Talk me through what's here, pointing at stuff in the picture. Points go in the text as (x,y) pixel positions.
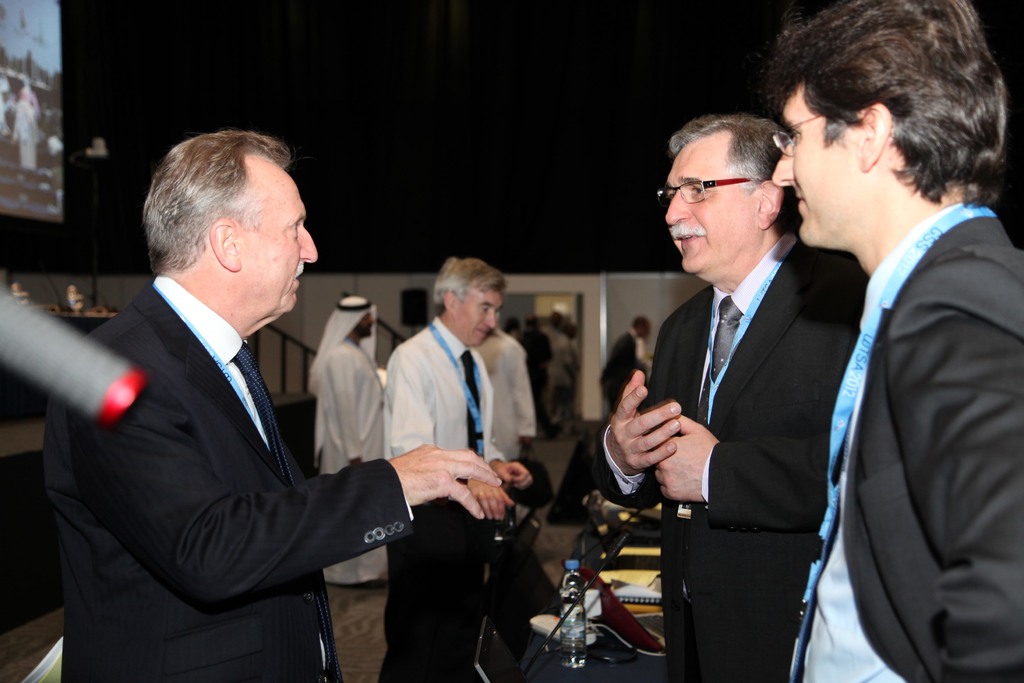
In this picture we can see a group of people (405,505) standing and on the left side of the people (279,432) there is a screen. Behind the people (437,682) there is a wall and it looks like a table (592,669) and on the table (580,677) there is a bottle (582,641), books (633,579) and some objects (605,554). Behind the wall (312,320) there is the dark background (390,99).
